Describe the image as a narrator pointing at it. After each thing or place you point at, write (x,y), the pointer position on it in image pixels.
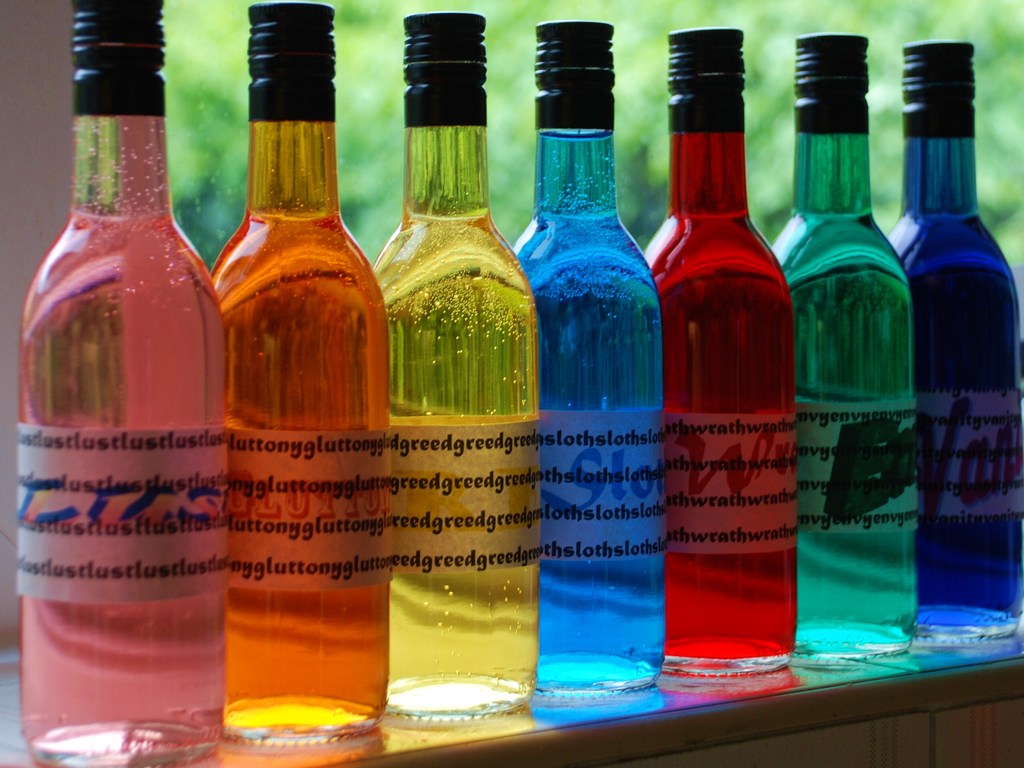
In this picture we can see some bottles (810,335). On the background (767,166) we can see some trees (642,95).
